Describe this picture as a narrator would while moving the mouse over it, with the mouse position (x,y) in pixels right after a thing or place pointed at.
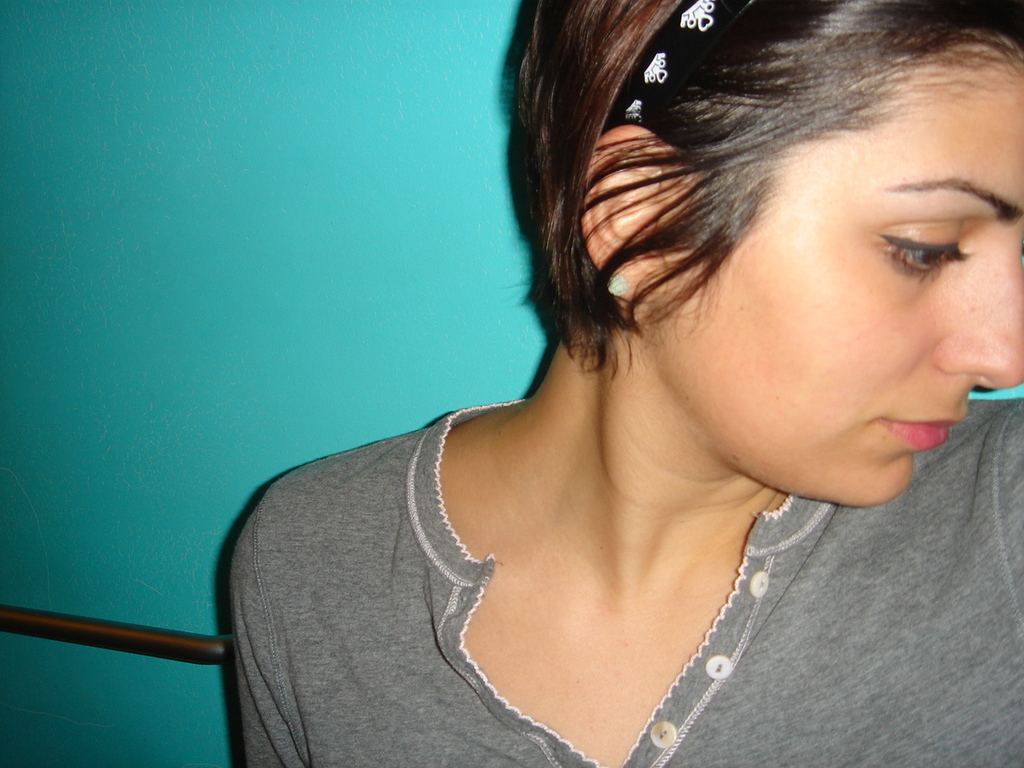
In this image we can see a girl (816,198). She is wearing grey color top (460,670) and black color hair band (685,60). Behind her blue color wall (173,439) is there and one rod (54,627) is attached to the wall (40,590).
